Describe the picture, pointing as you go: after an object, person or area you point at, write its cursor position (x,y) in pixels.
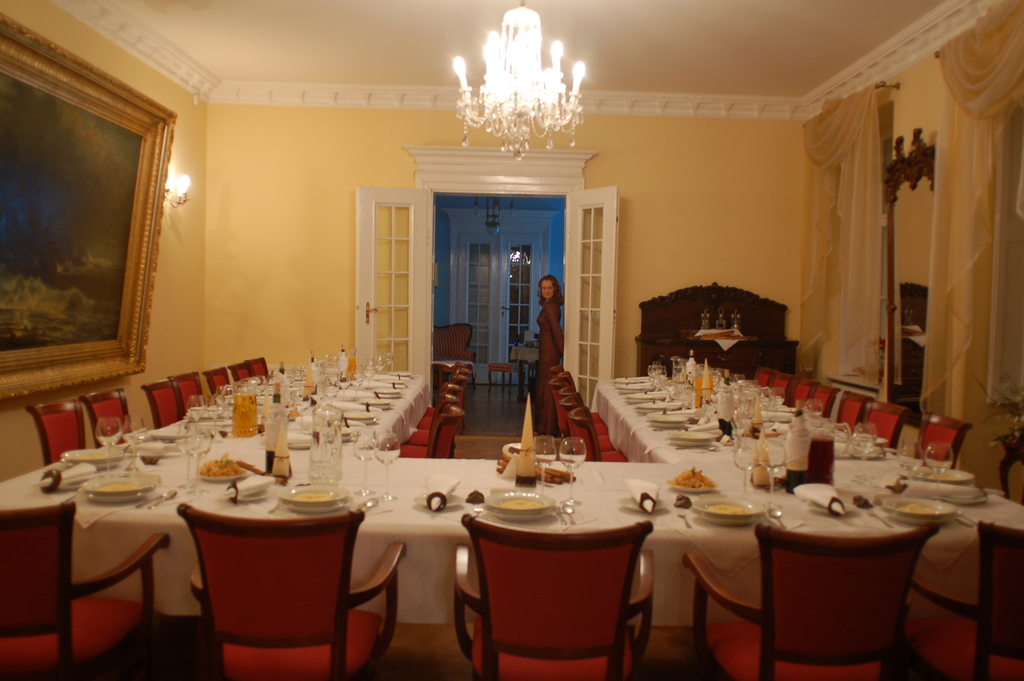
There are chairs (287,519) and tables (659,445). On the table (253,453) there are plates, bottles (278,435), glasses (563,461), and jars (254,410). Here we can see a woman (542,357) who is standing on the floor (492,423). This is door (409,309). On the background (678,234) there is a wall (280,218) and this is frame (90,243). There is a light (185,193) and this is curtain (856,127).
